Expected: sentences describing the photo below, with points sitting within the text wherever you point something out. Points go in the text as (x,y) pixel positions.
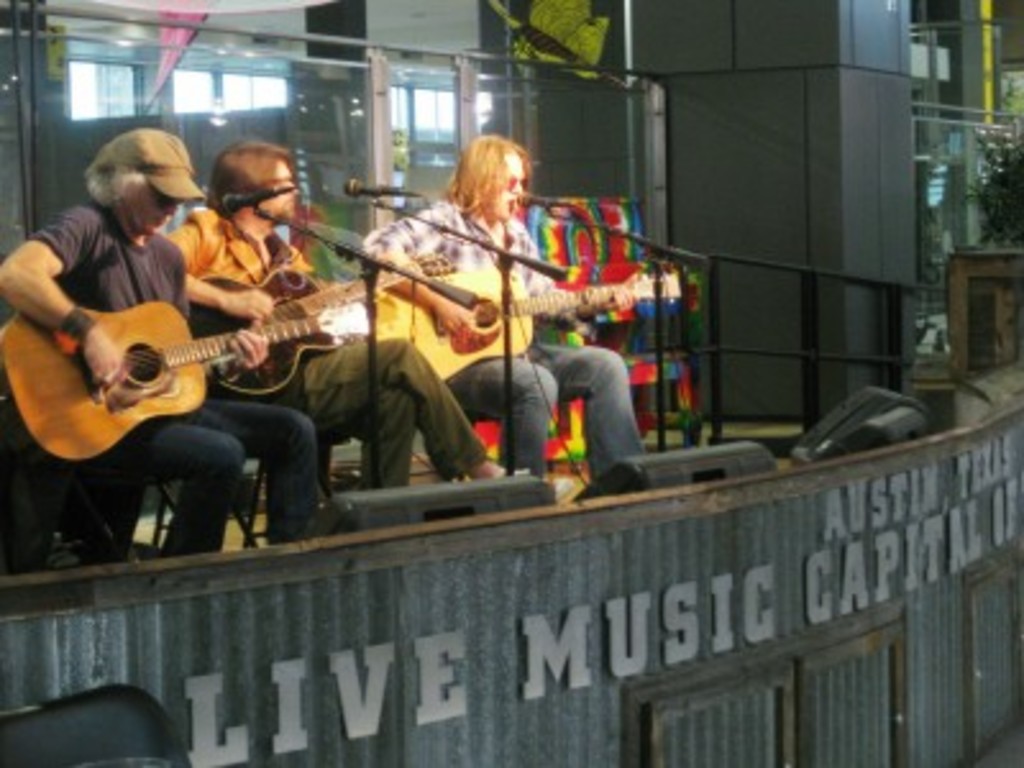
In this image there are 3 persons (436,311) sitting in the chair (91,480) and playing the guitar (481,297) and in back ground (1023,192) we have plant (993,149), iron rod (893,320), speakers (810,428) and grills (263,36).
